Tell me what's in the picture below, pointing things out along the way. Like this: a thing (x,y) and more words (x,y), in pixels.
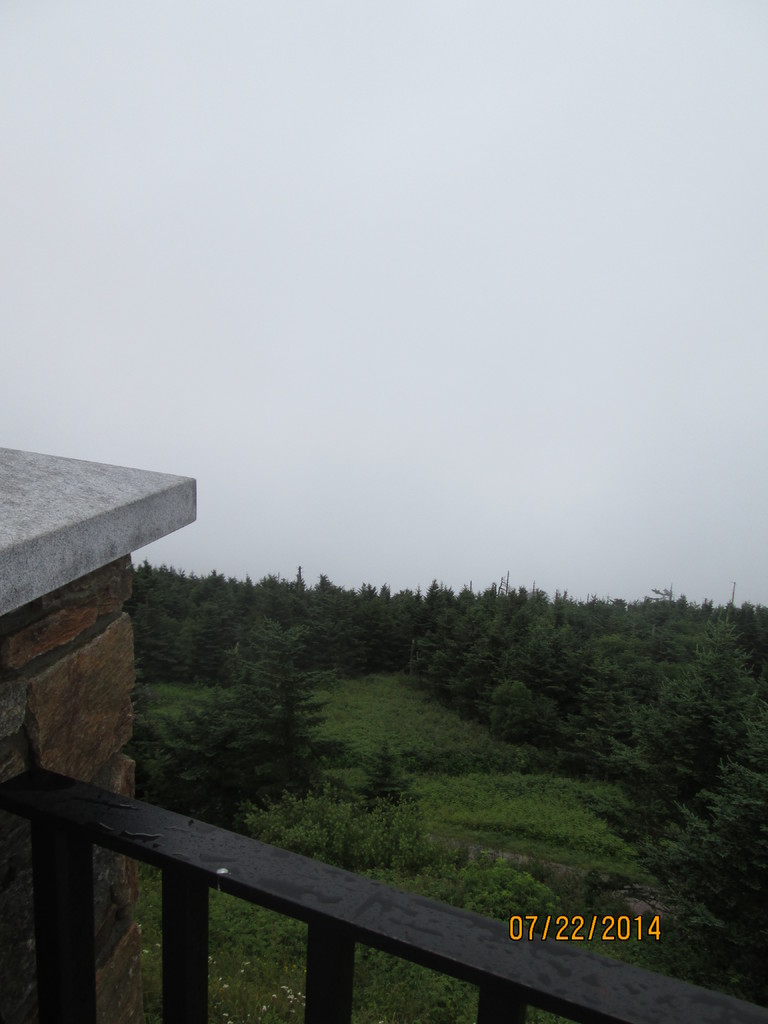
In this picture we can observe some trees (451,660). There is a black color railing (41,874). We can observe a date (658,925) on the picture which is in yellow color. In the background (524,414) there is a sky (451,359).
